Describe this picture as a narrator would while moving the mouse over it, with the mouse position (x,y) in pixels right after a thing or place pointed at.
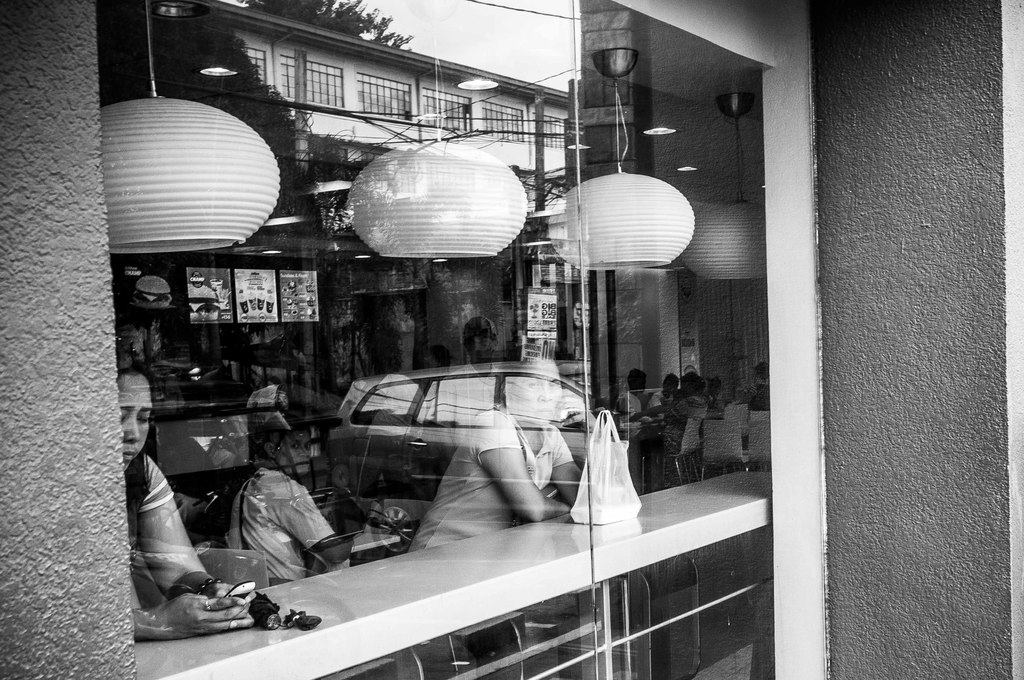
It is a black and white image, there is a window (640,494) and inside the window (236,454) there are few people (531,435) and the picture of a vehicle (395,465) is being reflected on the glass (372,448) of the window (431,459).
